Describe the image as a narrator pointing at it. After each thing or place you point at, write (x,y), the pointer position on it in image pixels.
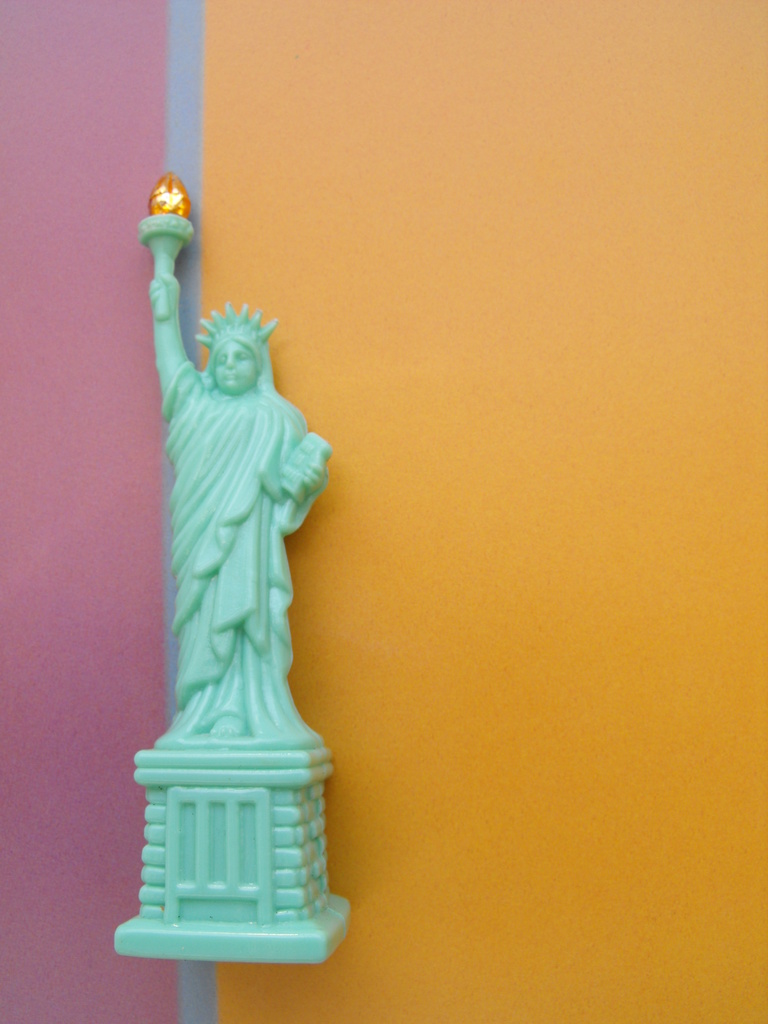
In this image, on the left side (226,454), we can see a statue (229,503) which is attached to a wall (365,242).
